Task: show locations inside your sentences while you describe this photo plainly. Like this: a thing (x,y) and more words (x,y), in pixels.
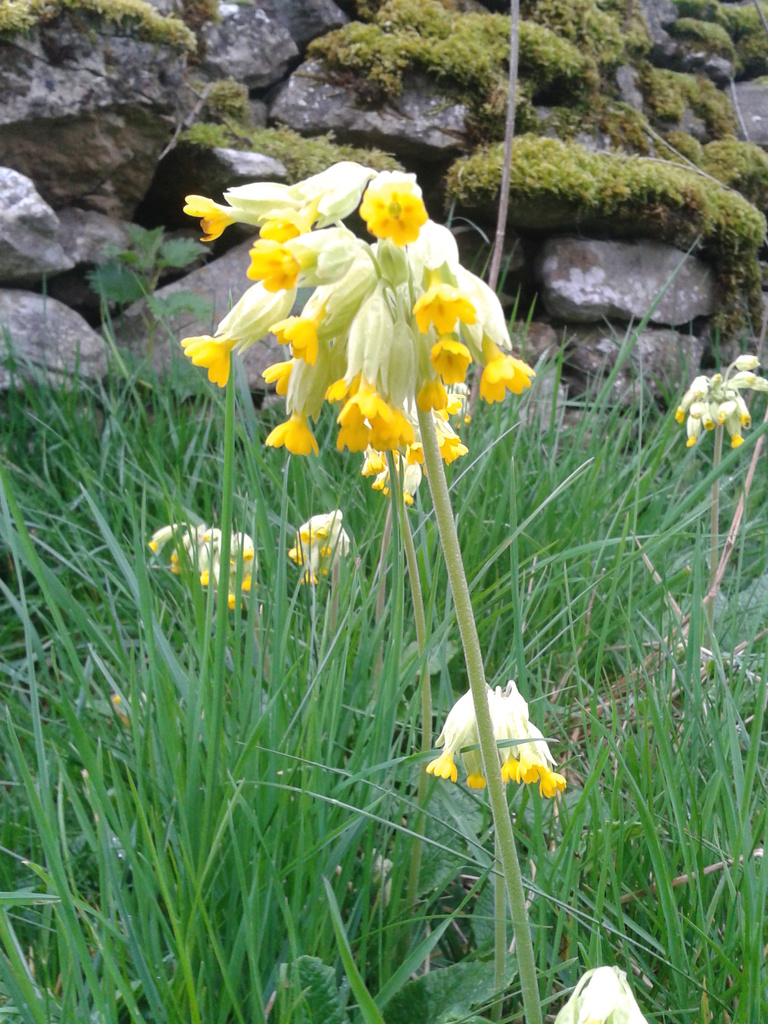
In the image there is a yellow flower plant (371,298) in the middle (432,525) and behind there is grass (402,582) all over the land (315,635) and in the background (172,198) there are rocks (547,190) with plants (565,128) over it.
